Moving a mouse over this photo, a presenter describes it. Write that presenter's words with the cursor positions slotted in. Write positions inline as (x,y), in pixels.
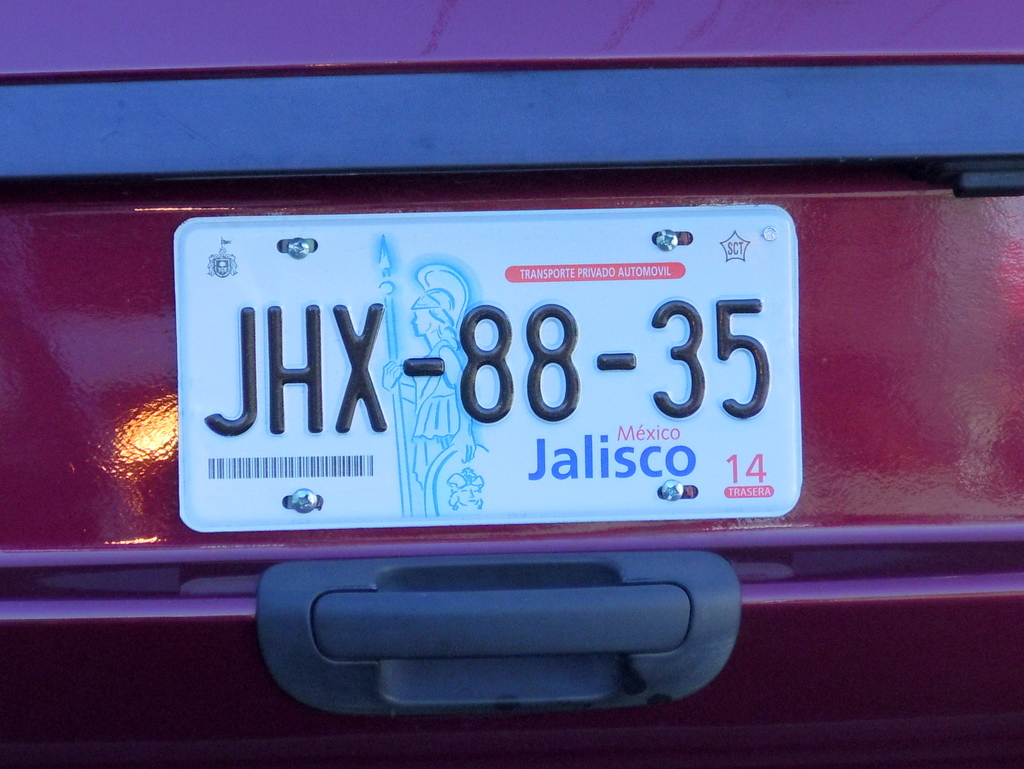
In this image, we can see a number plate (197,522) on the vehicle (103,317).
